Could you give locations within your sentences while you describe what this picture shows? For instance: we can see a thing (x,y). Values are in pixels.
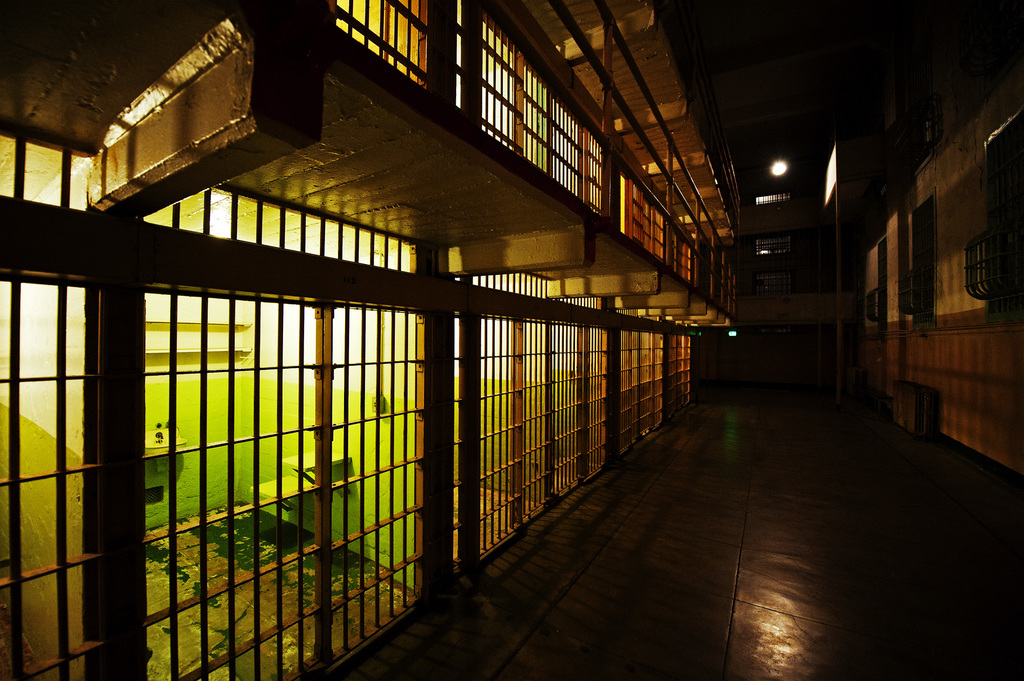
In this image I can see a fence (483,449), wall (825,347), windows (879,312) and a light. This image is taken may be in a hall (651,557).
